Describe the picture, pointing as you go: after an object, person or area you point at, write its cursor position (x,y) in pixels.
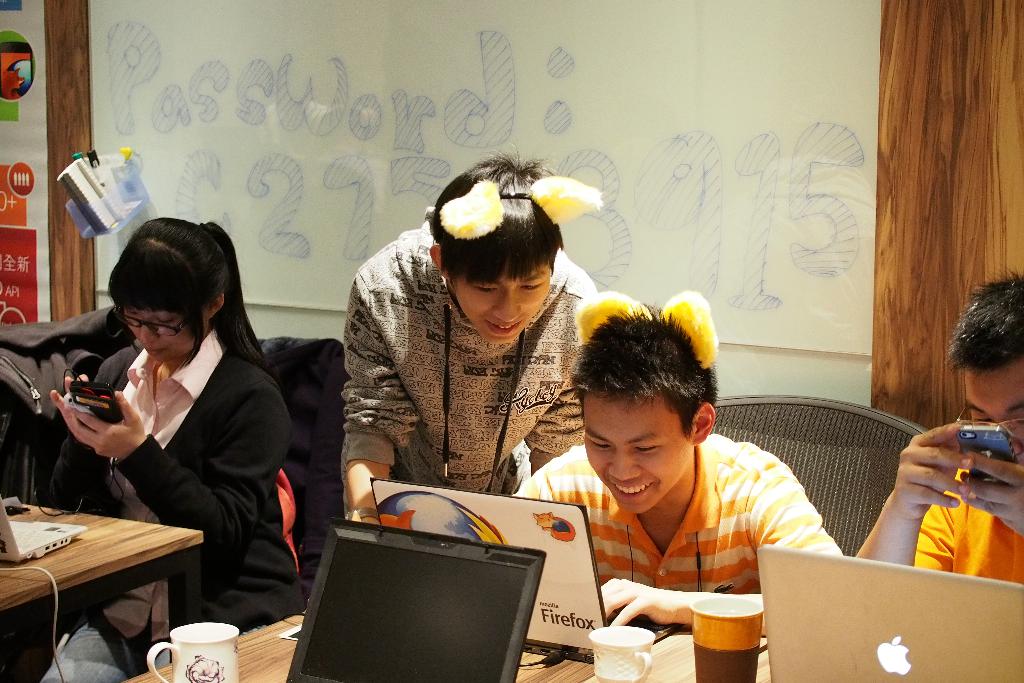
In the foreground of the picture (678,361) we can see people (614,529), laptops (489,613), table (80,589), cups (604,641), chairs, bags (48,394) and other objects (48,394). In the background (667,52) we can see board (554,79), wall (981,210), poster (37,158), pens (99,157) and other objects (137,198).
